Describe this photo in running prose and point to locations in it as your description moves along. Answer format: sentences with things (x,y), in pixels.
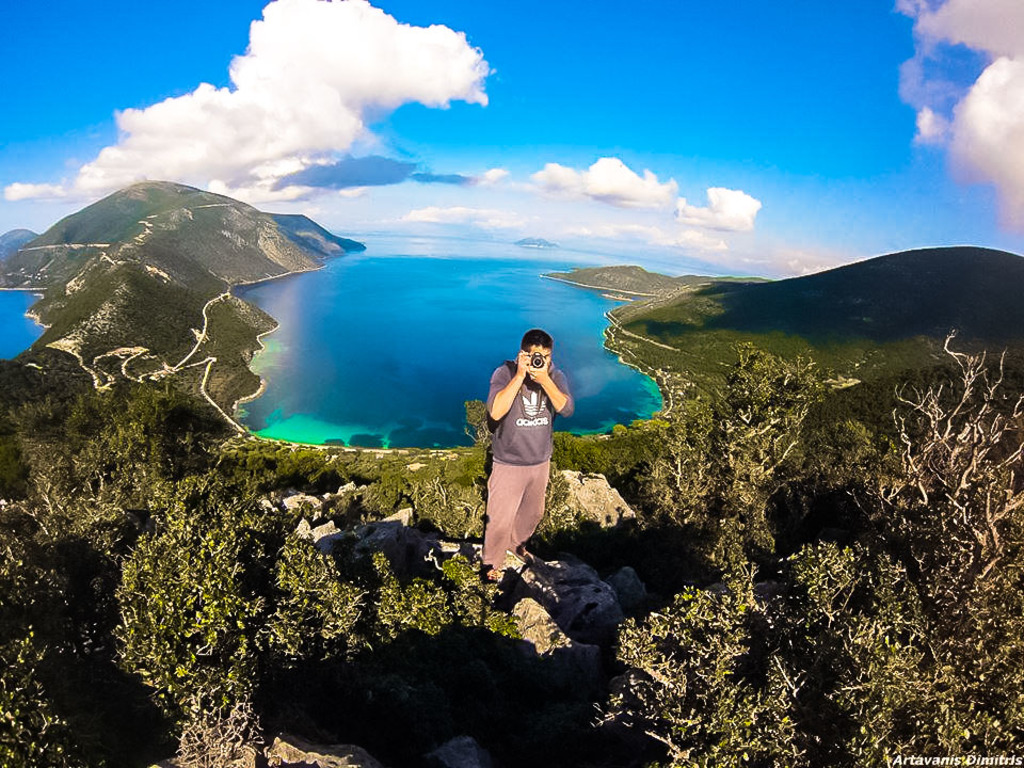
In this image we can see a man (534,509) is holding a camera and standing on the rock (628,592). Here we can see trees (692,432), water (561,365), and mountains (635,321). In the background (758,75) there is sky (692,169) with clouds (466,96).
